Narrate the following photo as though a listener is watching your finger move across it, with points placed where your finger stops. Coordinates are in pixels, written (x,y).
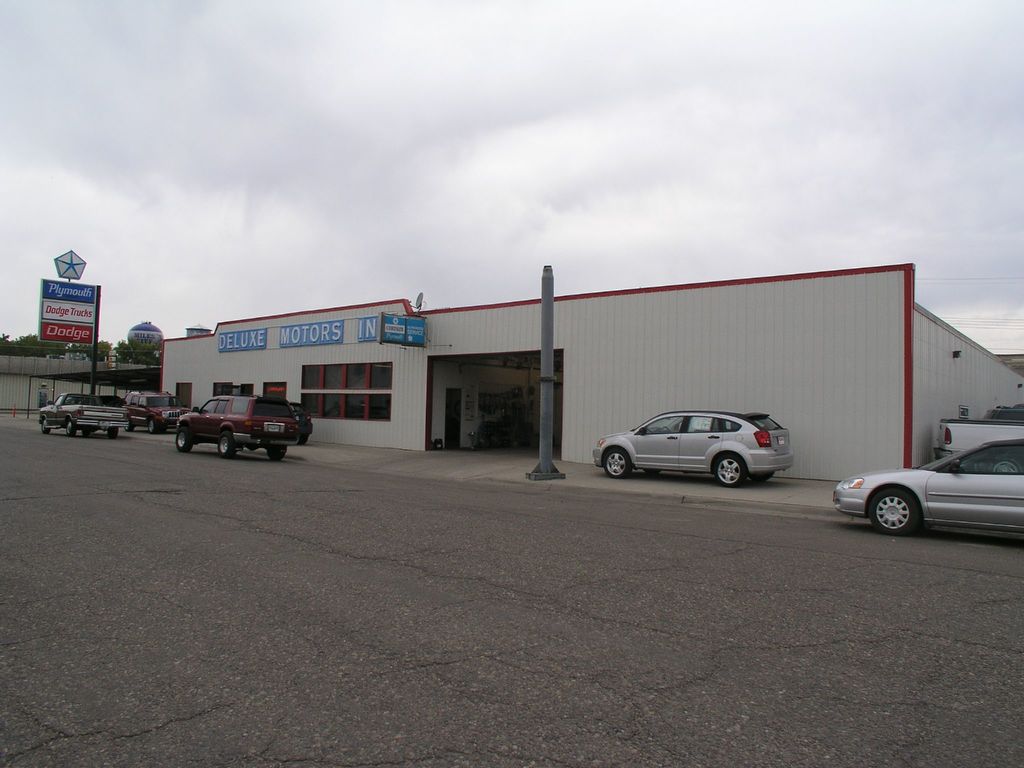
These are the cars (151,412), which are parked on the road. I think this is the store (492,336) with the name board (222,341) attached to the wall (417,349). I think these are the windows (348,394). I can see the name boards (72,307) attached to a pole (98,318). In the background (84,352), these look like the trees (87,352).
